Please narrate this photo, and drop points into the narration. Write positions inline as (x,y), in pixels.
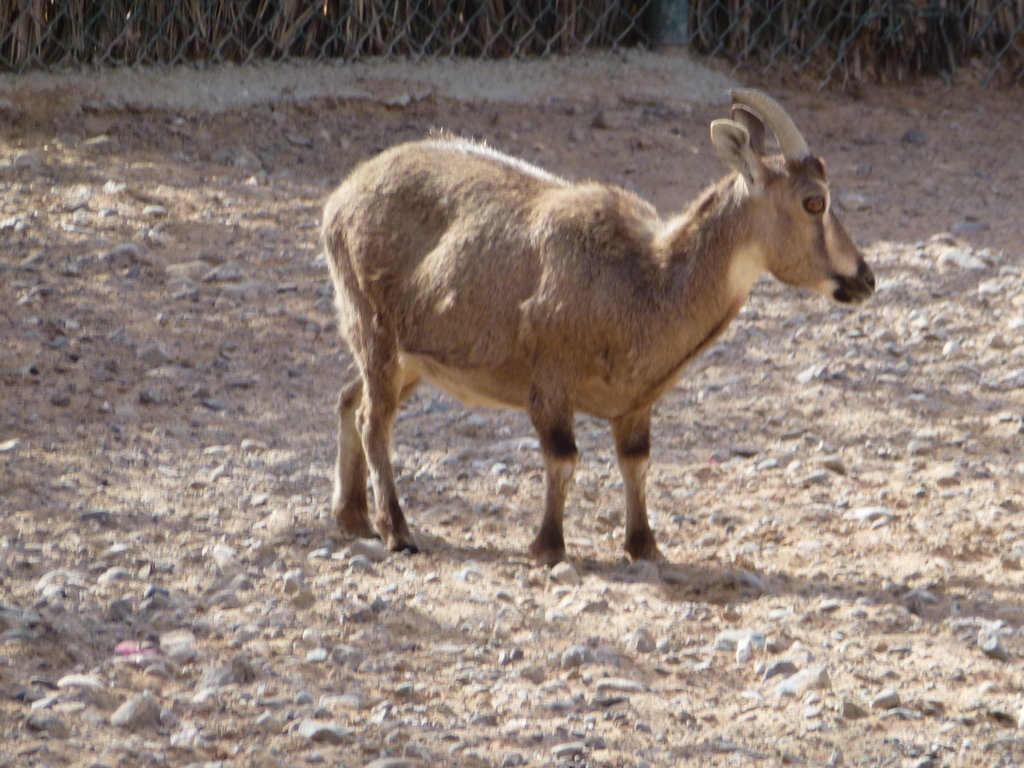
As we can see in the image in the front (554,308) there is an animal (564,250). In the background (514,51) there is fence (551,46).
